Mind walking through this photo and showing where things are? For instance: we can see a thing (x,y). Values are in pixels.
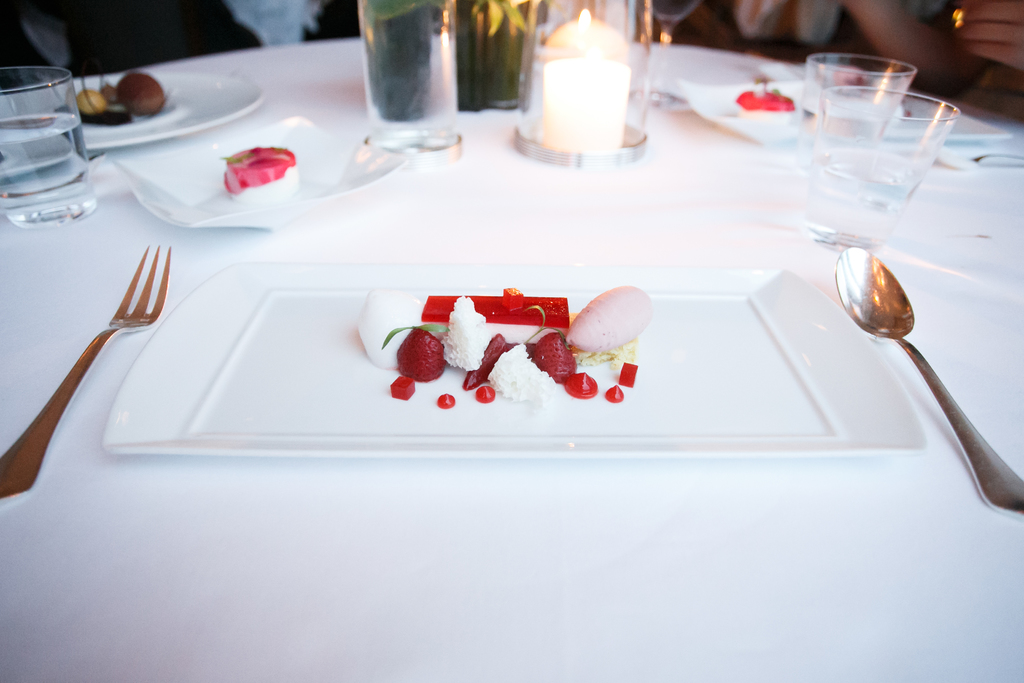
In this picture there is a decorated dessert (377,325) in the tray (664,331) on the table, there are two types of cutlery (881,306) which are placed right and left to the tray (293,315), there is a candle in the middle of the image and glasses (911,143) and other types of sweets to the right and left side of the table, there is a white covering (362,94) on the table (323,92).
